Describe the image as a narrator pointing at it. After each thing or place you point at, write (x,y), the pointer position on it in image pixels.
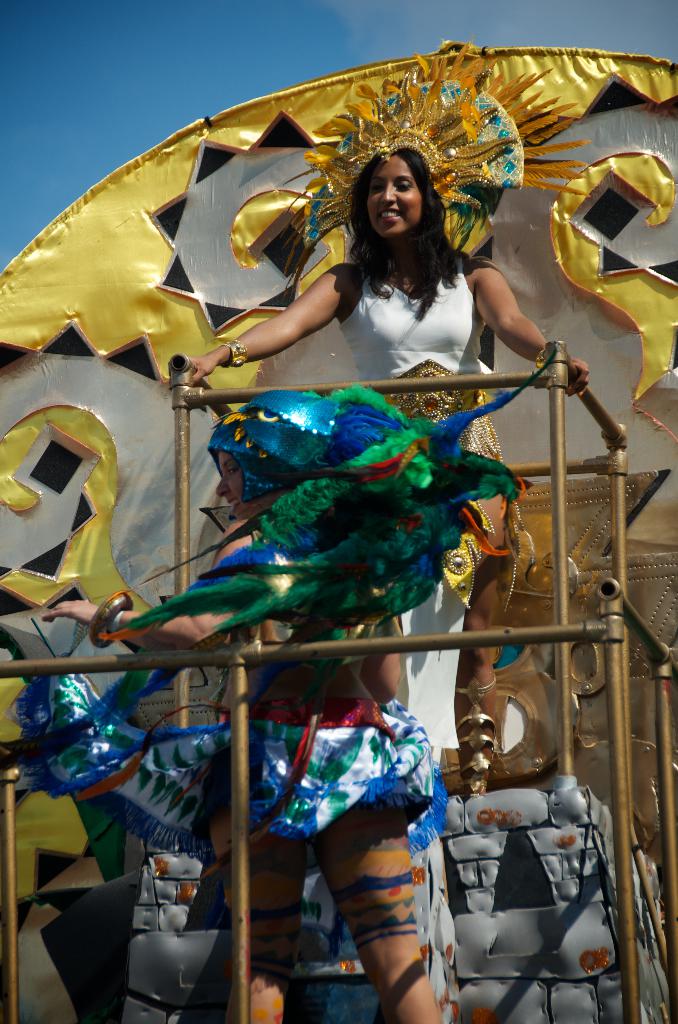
In the middle of this image (416,353), there is a woman (401,243) in a white color t-shirt (463,317), smiling, standing on a platform (531,794) and holding an object (185,390) which is made up with pipes (187,444). In front of her, there is another woman (350,501) smiling and standing. In the background (571,282), there is a decorative cloth (114,388) and there is blue sky (471,0).
